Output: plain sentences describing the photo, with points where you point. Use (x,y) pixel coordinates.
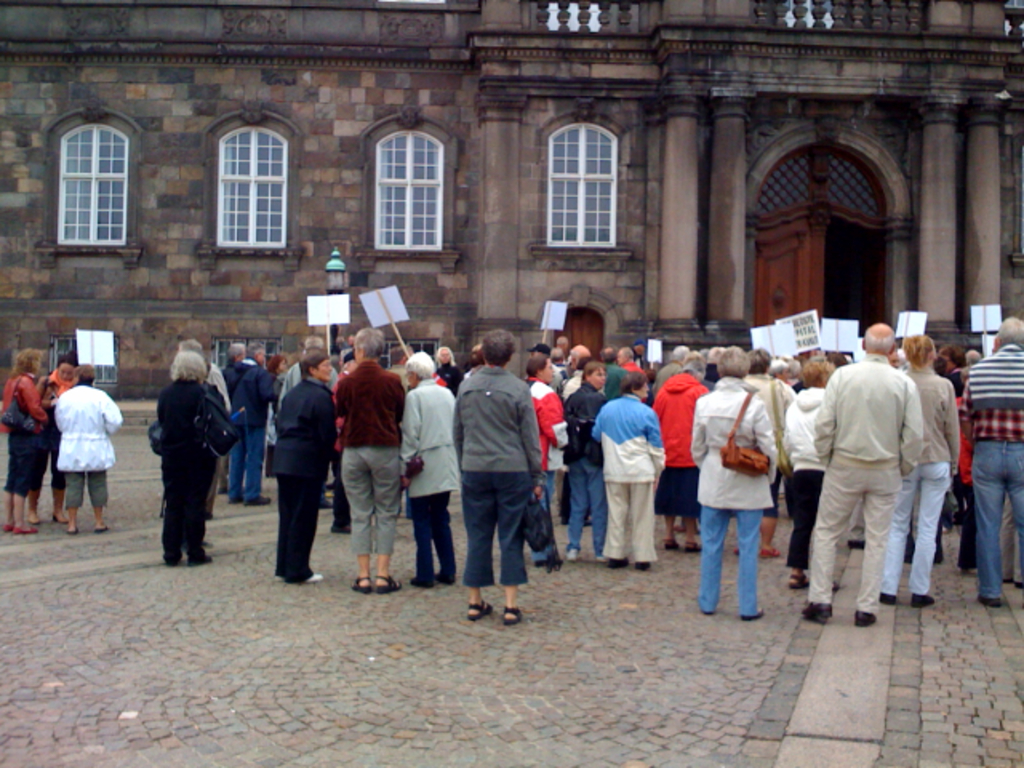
In the image there are many people (474,412) standing in front of a building (624,262), they are holding some boards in their hands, it looks like they are protesting against something.
